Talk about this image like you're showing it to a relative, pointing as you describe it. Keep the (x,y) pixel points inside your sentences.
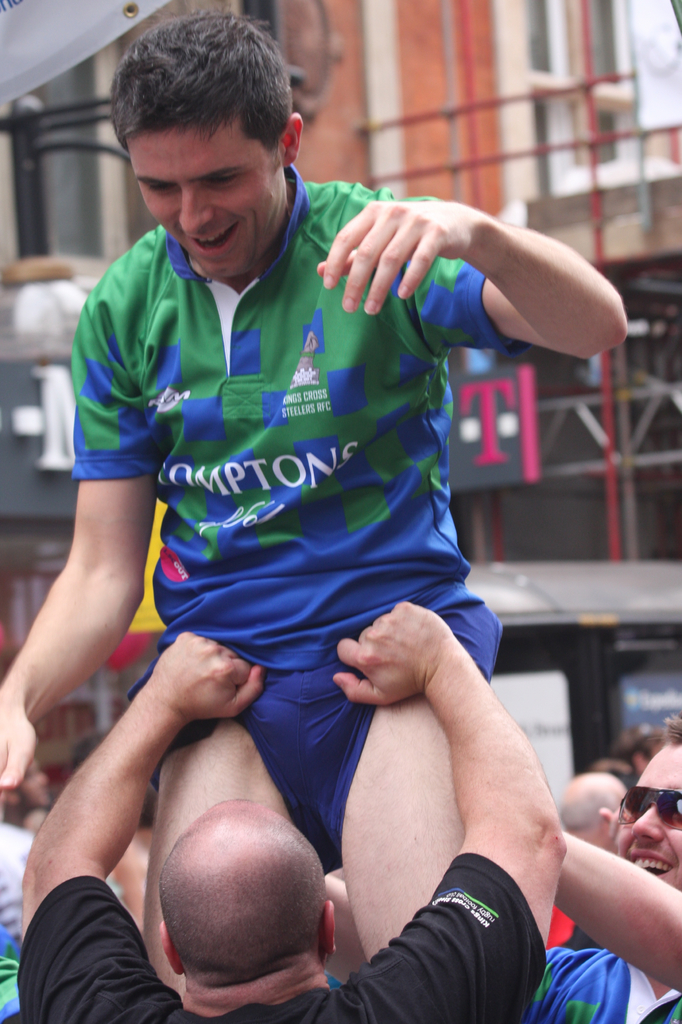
In this picture there is a person (265,364) with green t-shirt (265,364) is being lifted and at the bottom (260,984) there are group of people (627,837) standing. At the back (636,66) there are buildings (498,66) and there are hoardings (36,450) on the buildings (648,488).
